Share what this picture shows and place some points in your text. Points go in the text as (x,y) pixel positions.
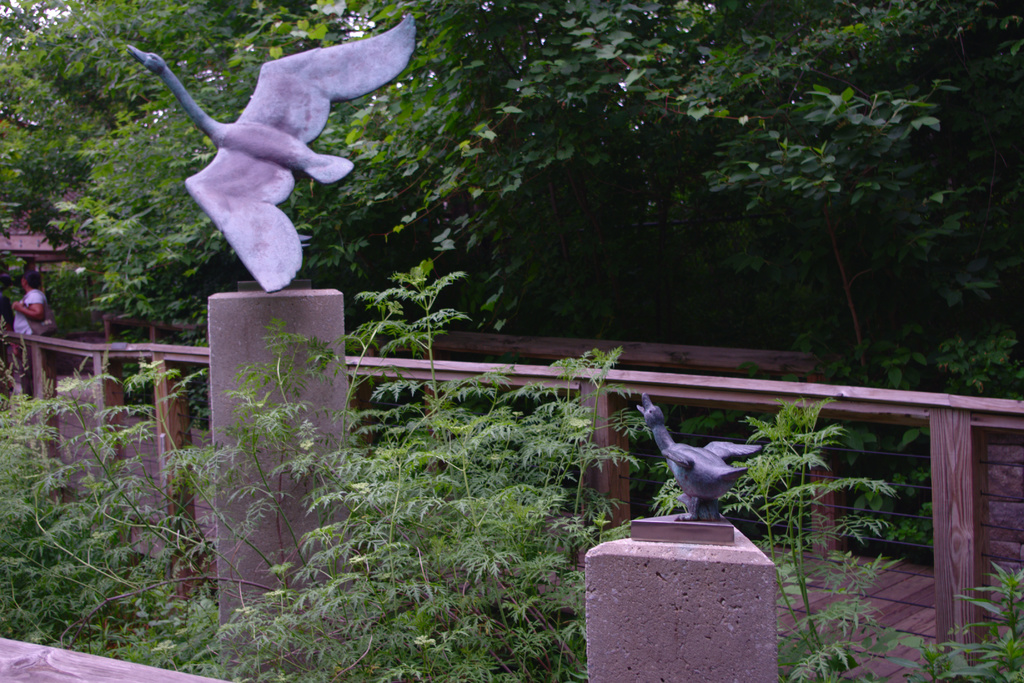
As we can see in the image there are plants (418,449), bird statues (271,197), tree (498,68) and a person (26,319) standing in the background (29,307).
